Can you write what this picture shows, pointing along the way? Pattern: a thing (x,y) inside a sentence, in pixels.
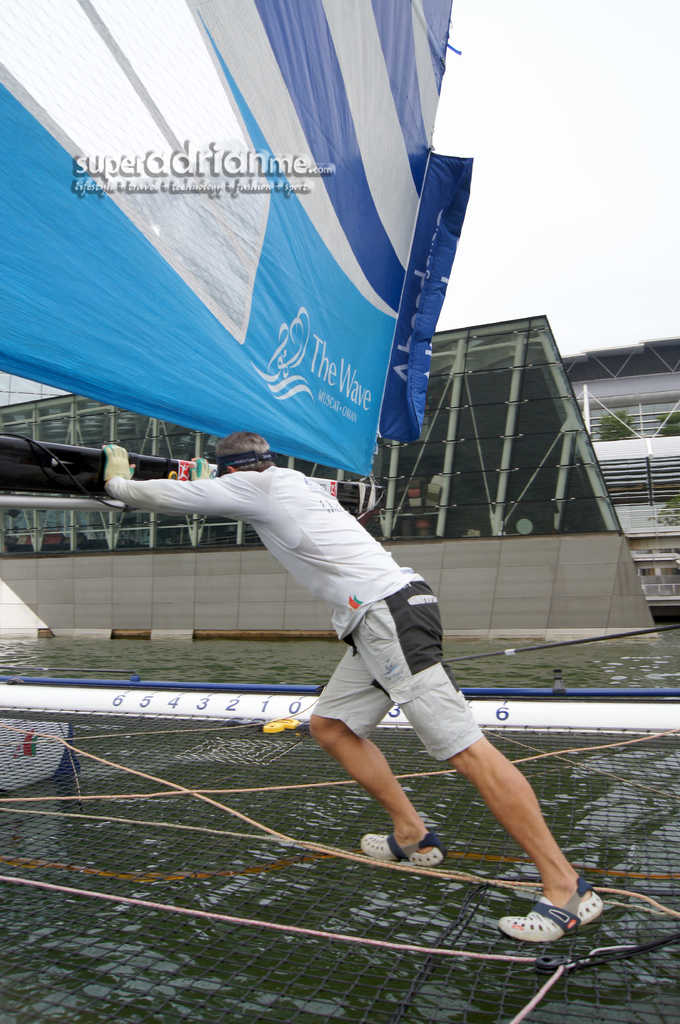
In this image we can see the sea (127,652), one person (236,496) is pushing one object (39,478), one big banner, one building (204,545), two plants (621,421), some objects (285,697) are on the surface (511,676), and at the top (570,202) there is the sky (583,204).
